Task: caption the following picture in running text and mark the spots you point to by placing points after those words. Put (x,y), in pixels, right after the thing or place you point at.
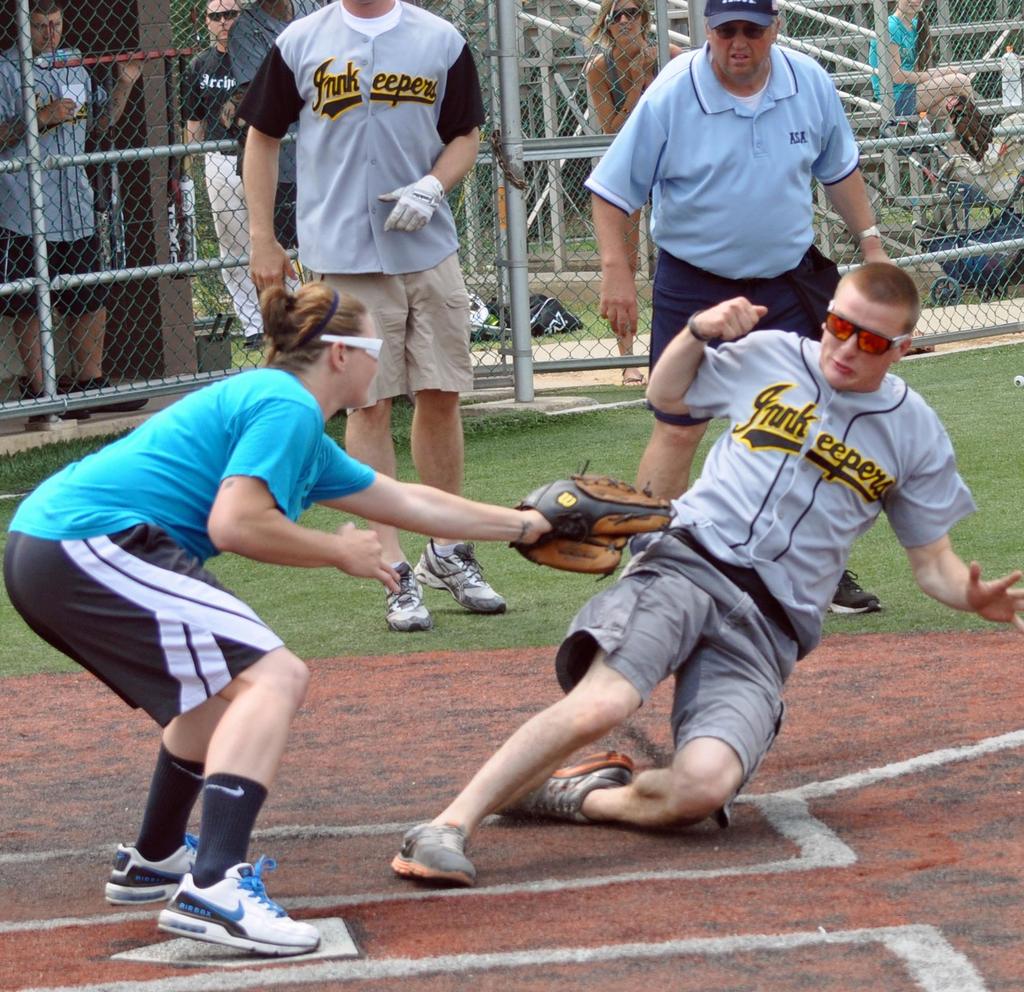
In this image four people (504,512) were playing. At the background (73,291) people (67,72) were standing. At the backside of the image (160,307) fencing (113,182) was done.
